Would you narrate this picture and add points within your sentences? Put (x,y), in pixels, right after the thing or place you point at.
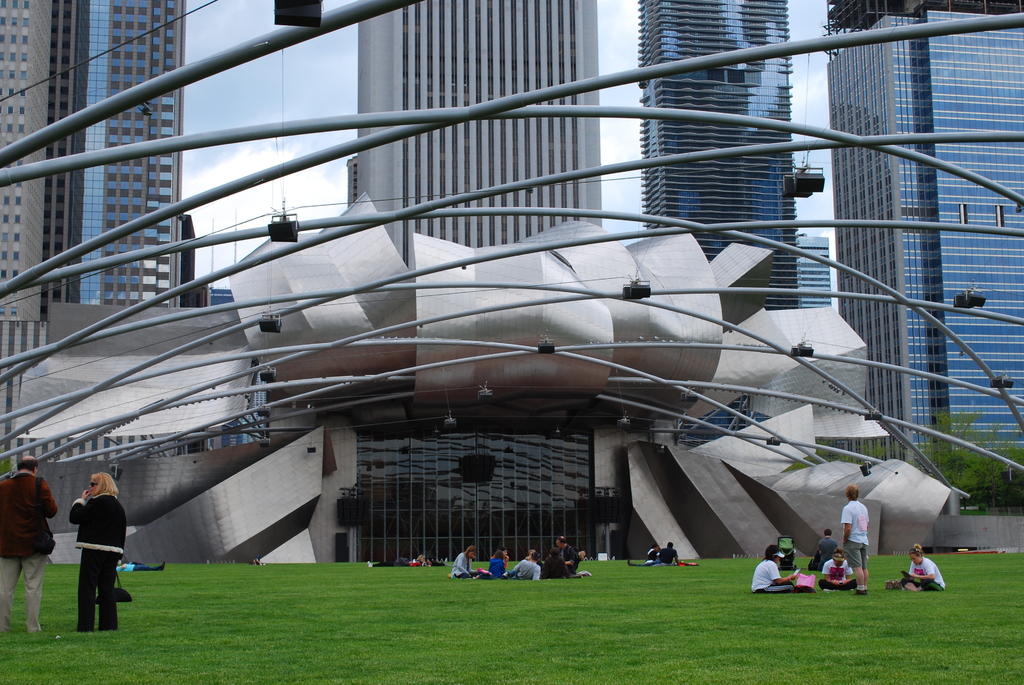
In this image we can see the people (654,564) sitting. We can also see three persons (846,536) standing. In the background (950,158) we can see the buildings (541,197) and also house (550,392) and rods (941,307) with some focus lights (810,180). We can also see the sky (348,32) with some clouds (625,140) and at the bottom (429,586) we can see the grass (702,612). On the right (950,468) we can see the trees (936,462).
